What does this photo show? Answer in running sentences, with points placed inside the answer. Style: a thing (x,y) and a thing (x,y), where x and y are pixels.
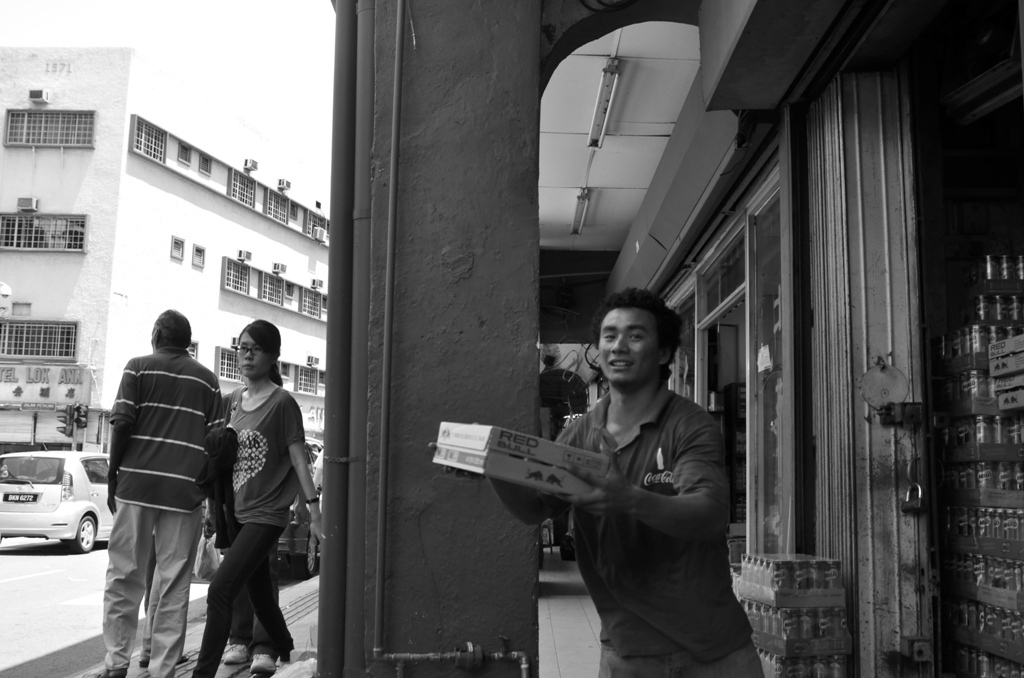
In the picture we can see a building (894,523) with a pillar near it, we can see a man (678,636) standing and holding a box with his hands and behind him we can see some shops (826,470) and to the ceiling (614,112) we can see some lights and outside the pillar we can see two people (182,383) are walking on the path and beside them we can see some vehicles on the road (92,603) and beside it we can see a building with many windows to it.
